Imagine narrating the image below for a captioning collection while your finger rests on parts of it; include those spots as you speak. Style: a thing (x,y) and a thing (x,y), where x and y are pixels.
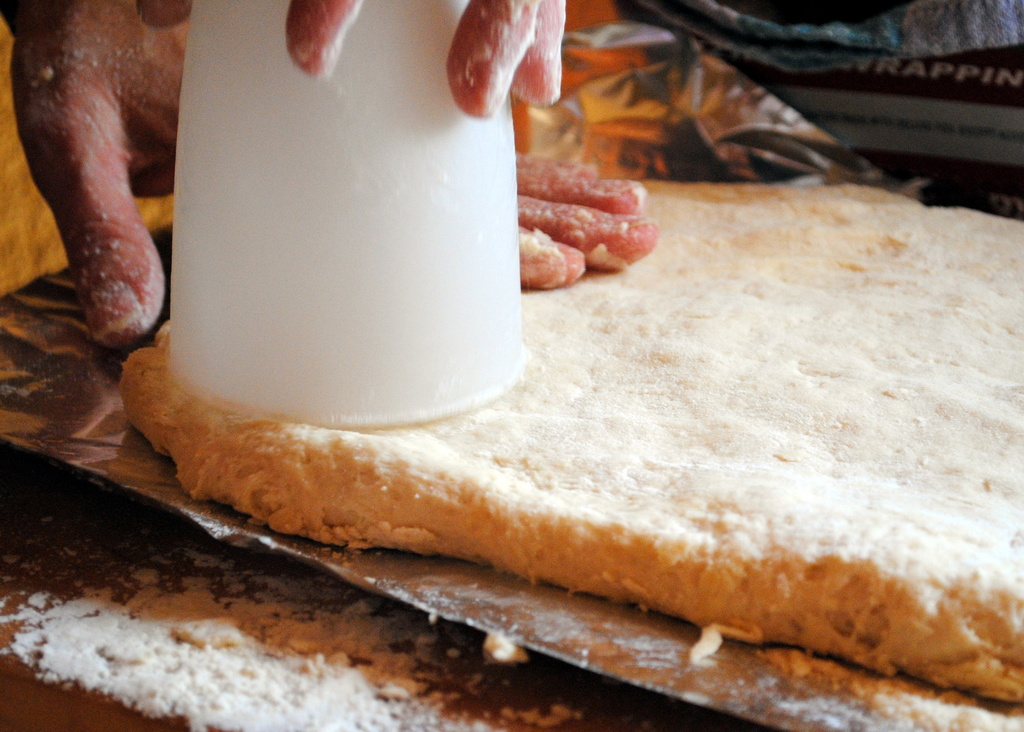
In this image I can see some white colored flour (217,666), a tray (602,648) and on the tray (629,653) I can see the flour dough (768,497). I can see persons hands (95,106) holding a white colored object (281,127) on the dough (406,462). In the background (636,125) I can see few other objects (726,75).
